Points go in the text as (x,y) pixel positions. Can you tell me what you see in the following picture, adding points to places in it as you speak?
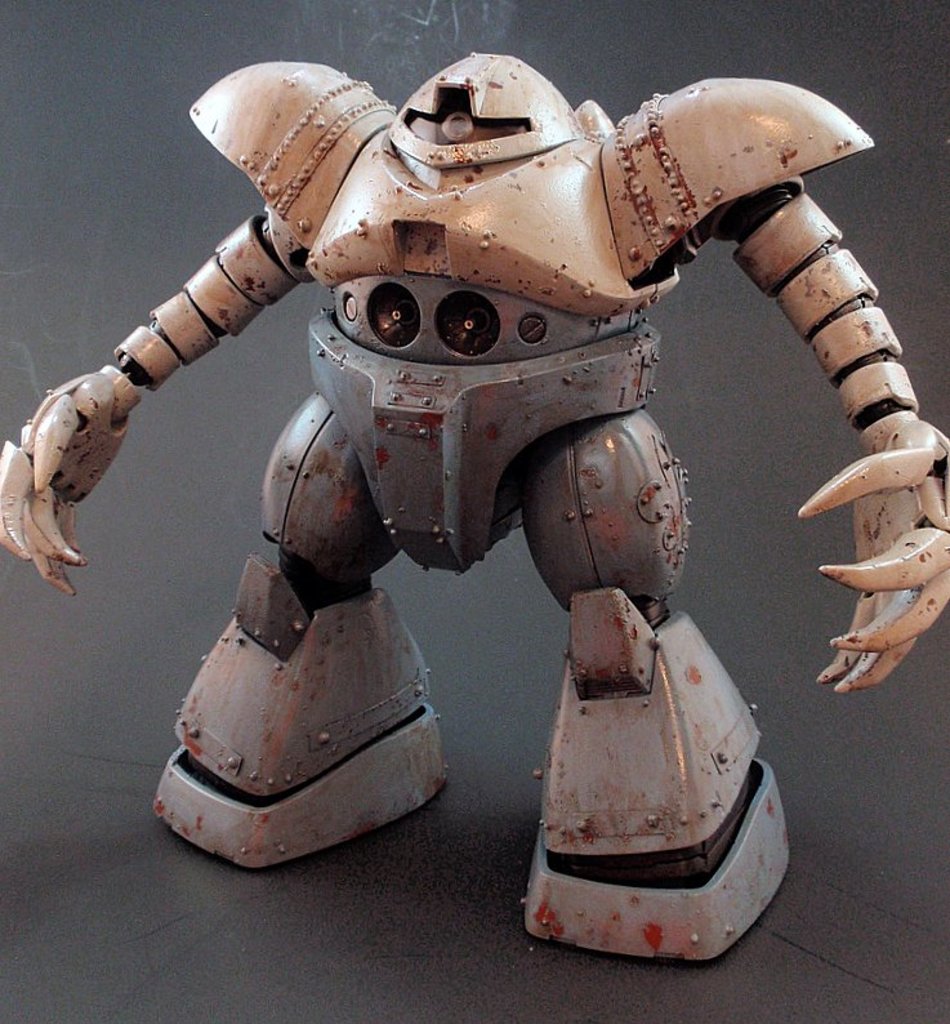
Here in this picture we can see a robot toy (478,306) present on the floor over there.
